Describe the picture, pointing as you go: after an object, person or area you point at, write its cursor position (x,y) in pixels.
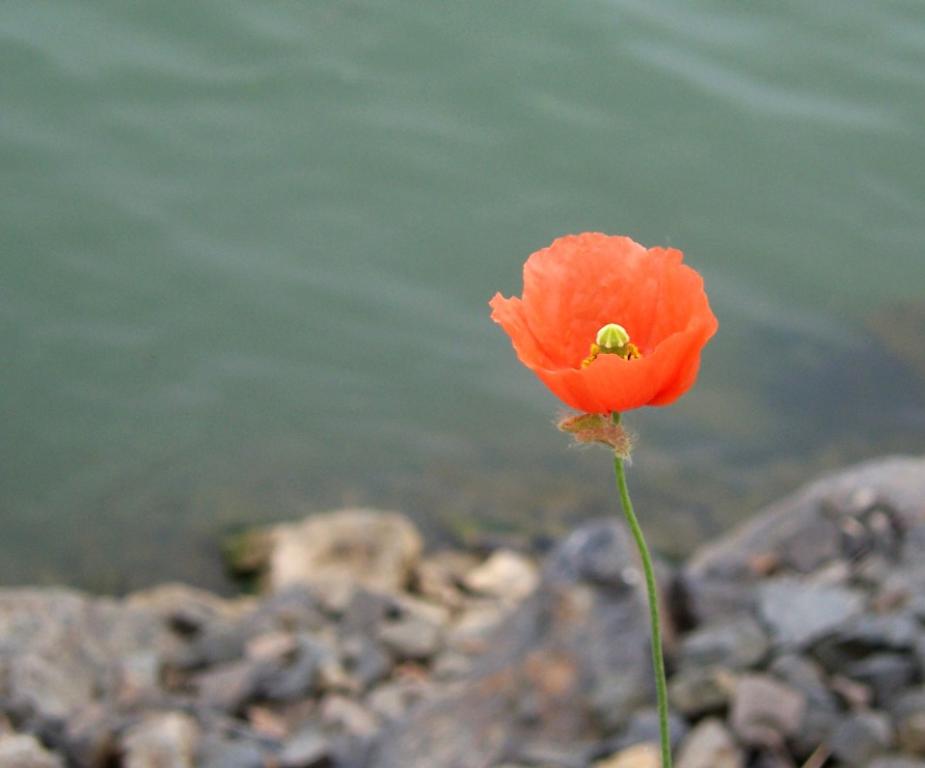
This image is taken outdoors. At the bottom of the image (280,649) there are a few stones (632,659) on the ground (851,620). At the top of the image (183,170) there is a pond (374,143). On the right side of the image (691,388) there is a flower (660,399) which is red in color.
